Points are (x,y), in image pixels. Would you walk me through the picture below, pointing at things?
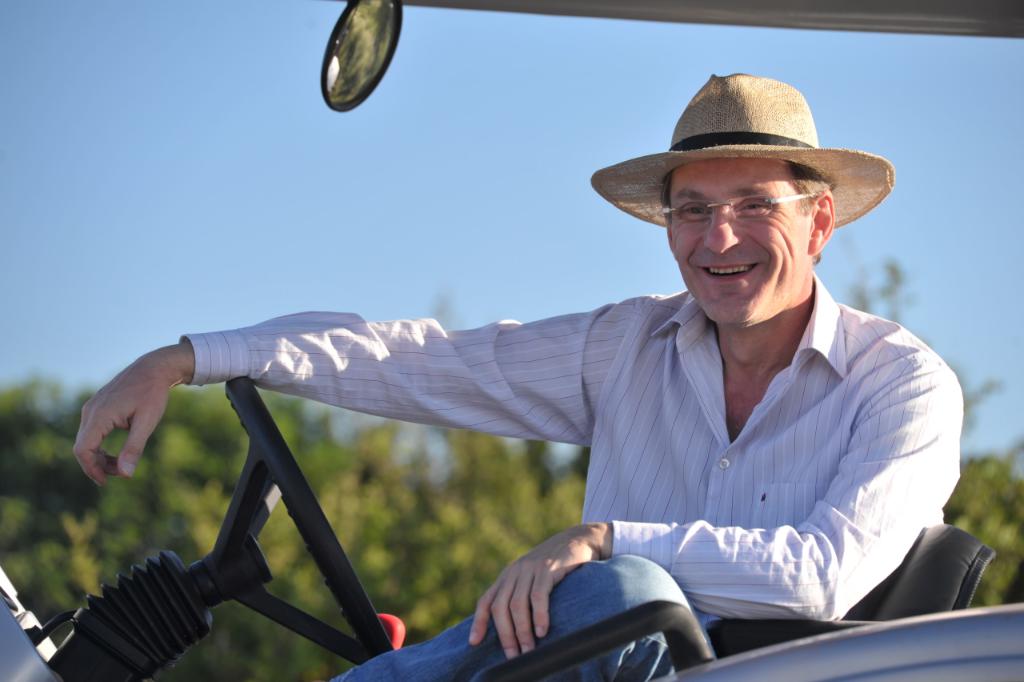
In this image we can see a person (736,369) wearing specs (737,199) and hat (756,136). He is sitting on a vehicle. In the background (348,180) there is sky (173,206). Also there are trees (429,547). And it is blurry in the background (992,408).
